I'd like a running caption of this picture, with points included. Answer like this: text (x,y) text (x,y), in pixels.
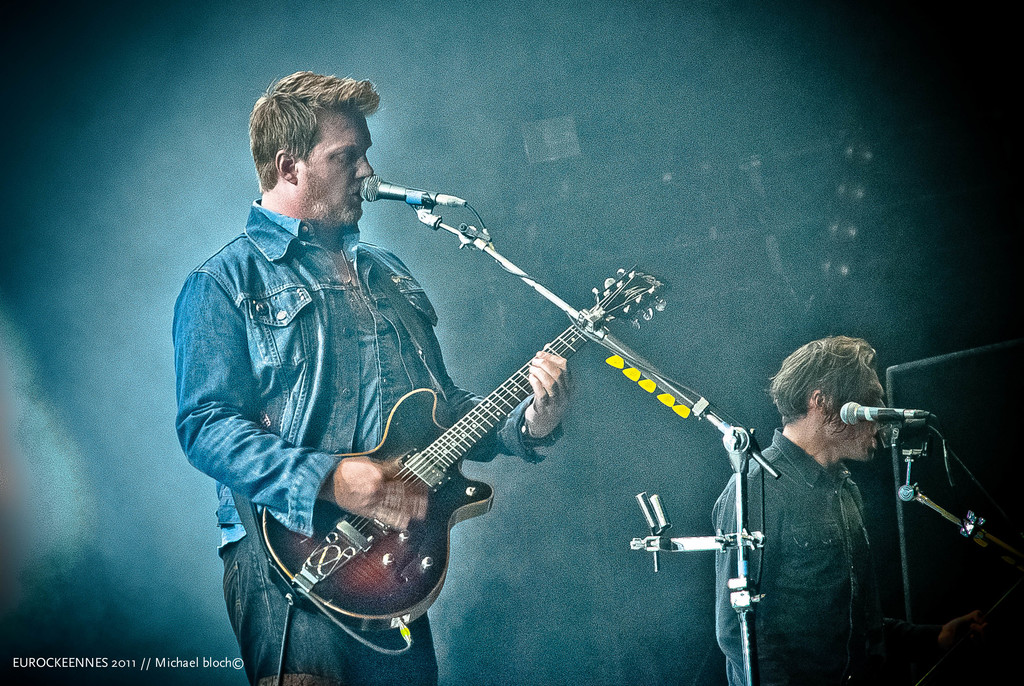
There are two men (814,471) on the stage (778,452). The men (353,358) to the left side (275,313) with blue jacket (323,329) standing and playing a guitar (533,363). In front of him there is a mic (368,189). And a man (845,528) to the right side (819,550) with shirt (808,545) is standing and singing a song. In front of him there is a mic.
